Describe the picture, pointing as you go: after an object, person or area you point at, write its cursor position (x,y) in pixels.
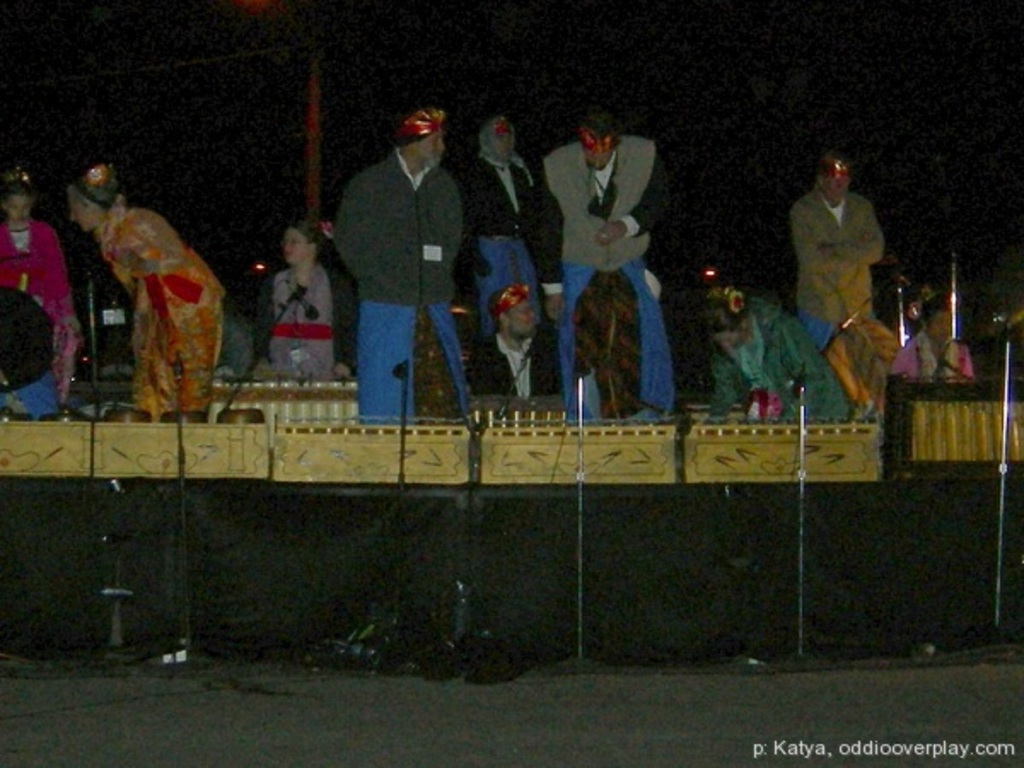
Here, some people (877,360) are standing and some people (760,348) are sitting.
